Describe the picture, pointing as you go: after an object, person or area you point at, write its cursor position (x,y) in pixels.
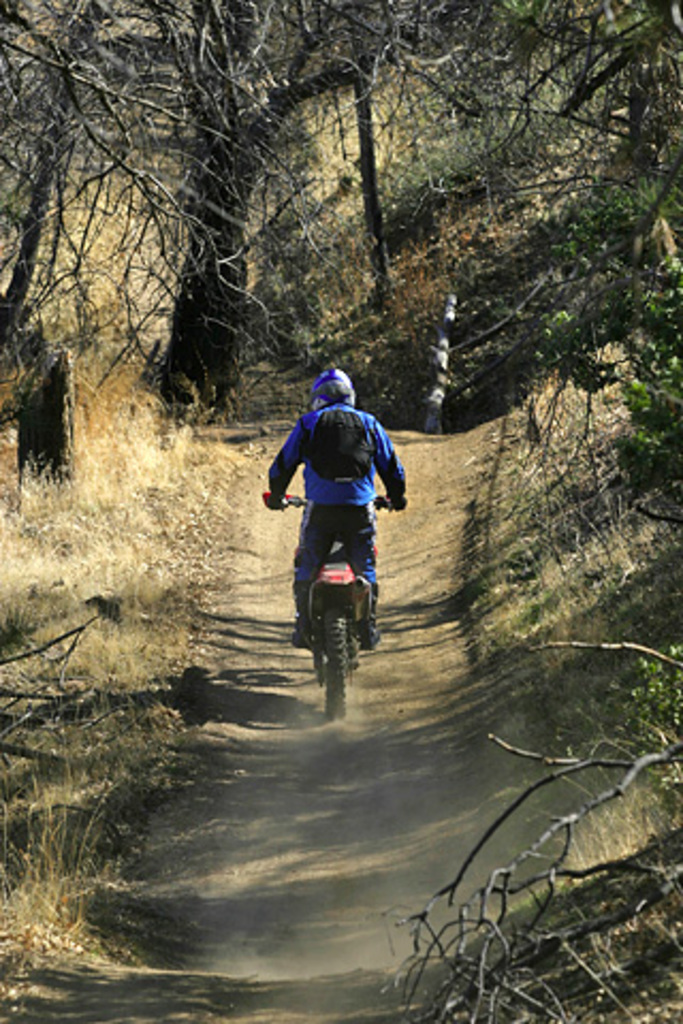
In this picture there is a person (355,531) riding a bike (337,578) on the path (300,827) and wore helmet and carrying a bag (315,445). We can see grass (12,554), trees (680,288) and wooden objects (486,945).
